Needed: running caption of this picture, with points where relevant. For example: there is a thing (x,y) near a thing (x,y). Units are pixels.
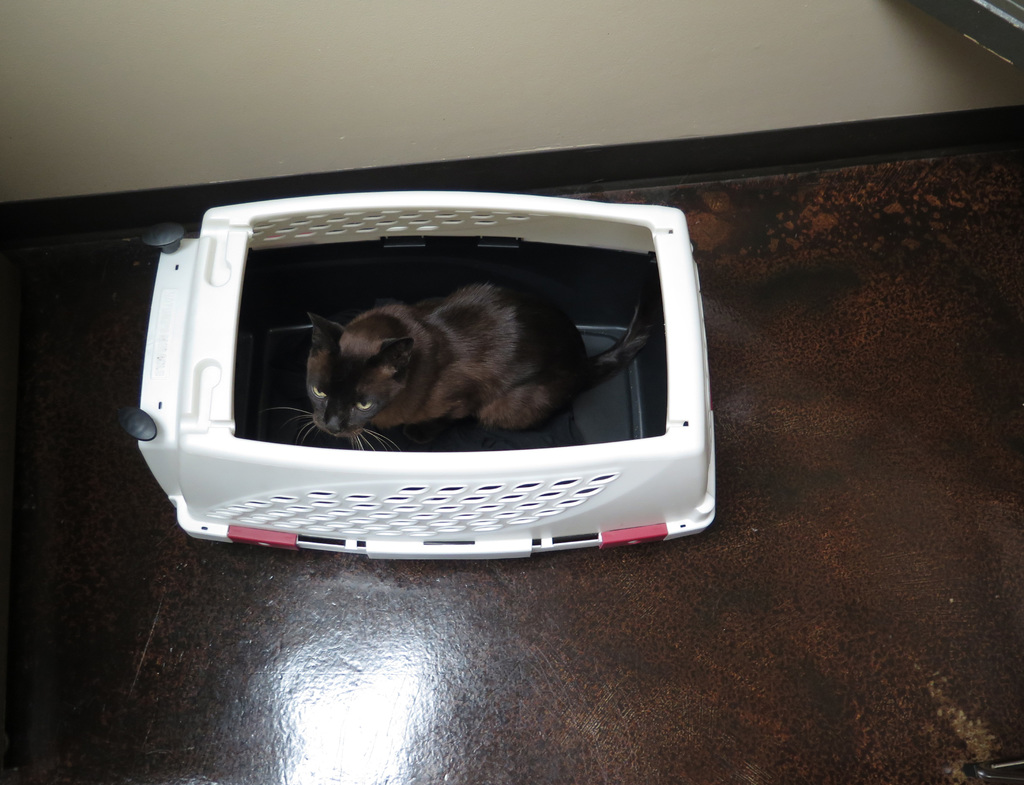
In this image I can see the cat (566,371) in black color and the cat (447,325) is in the white color object (592,487). In the background (585,88) the wall (499,81) is in cream color.
